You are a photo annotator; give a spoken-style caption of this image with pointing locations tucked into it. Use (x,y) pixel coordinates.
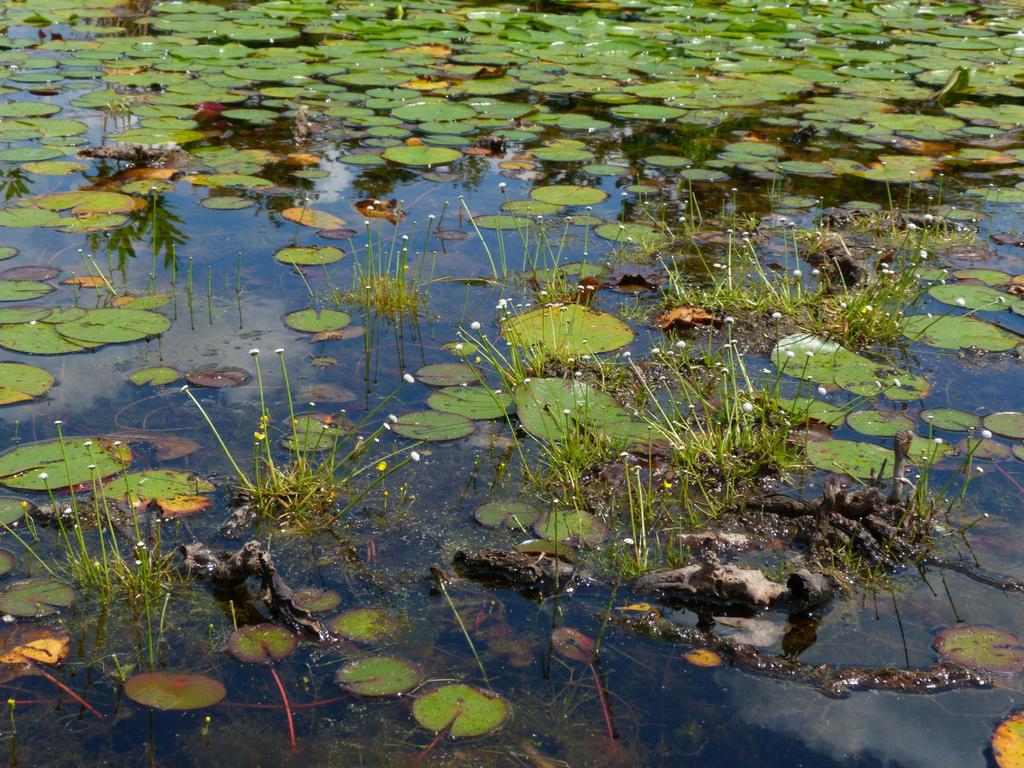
In this image I can see few flowers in white color, I can also see leaves (876,468) on the water (388,176) and the leaves (461,236) are in green color.
